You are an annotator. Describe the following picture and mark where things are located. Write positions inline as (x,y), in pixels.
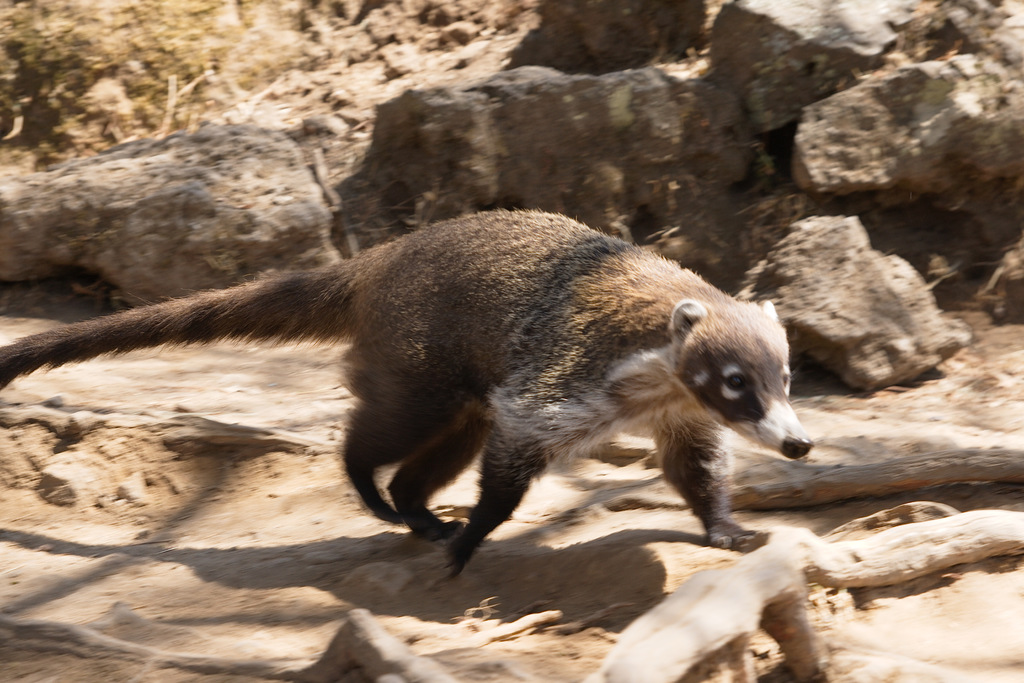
In this image I can see brown and white colour animal (707,457). I can also see shadow (572,551) and I can see this image is little bit blurry from background (855,9).
